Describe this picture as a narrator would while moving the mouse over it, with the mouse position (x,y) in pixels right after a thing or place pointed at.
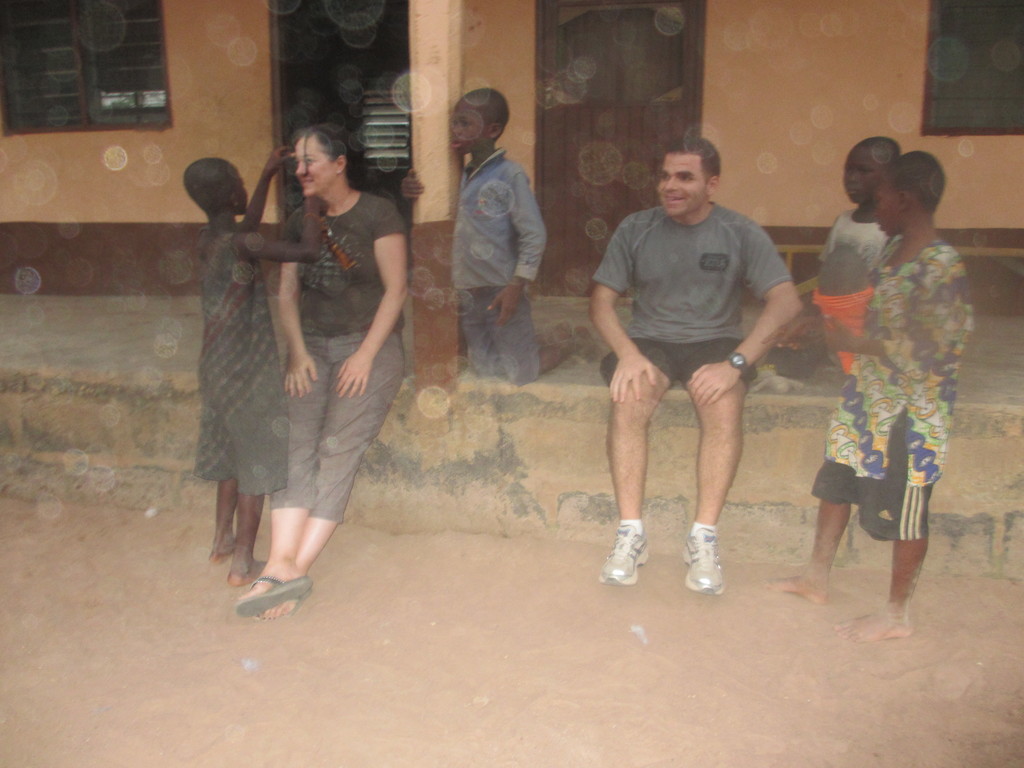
In the image there is a man (595,320) and woman (354,406) sitting in front of a building (259,106) with few kids (458,263) standing and sitting on the wall (750,462).
